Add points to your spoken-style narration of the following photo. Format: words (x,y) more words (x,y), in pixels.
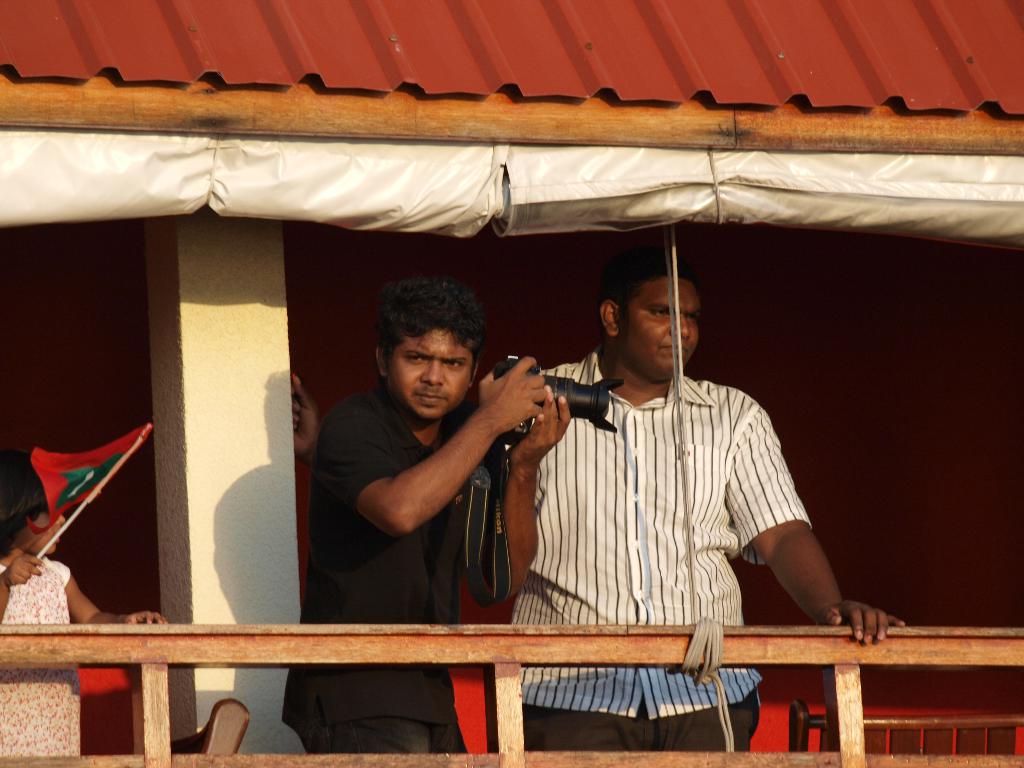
In this picture, I see people (541,608) standing and I see a man (494,440) holding a camera (603,423) and a girl (10,528) holding a flag (124,434) in the hand (30,570) and i see a roof (405,4) of a house (754,265) and couple of chairs (936,722) on the side.
